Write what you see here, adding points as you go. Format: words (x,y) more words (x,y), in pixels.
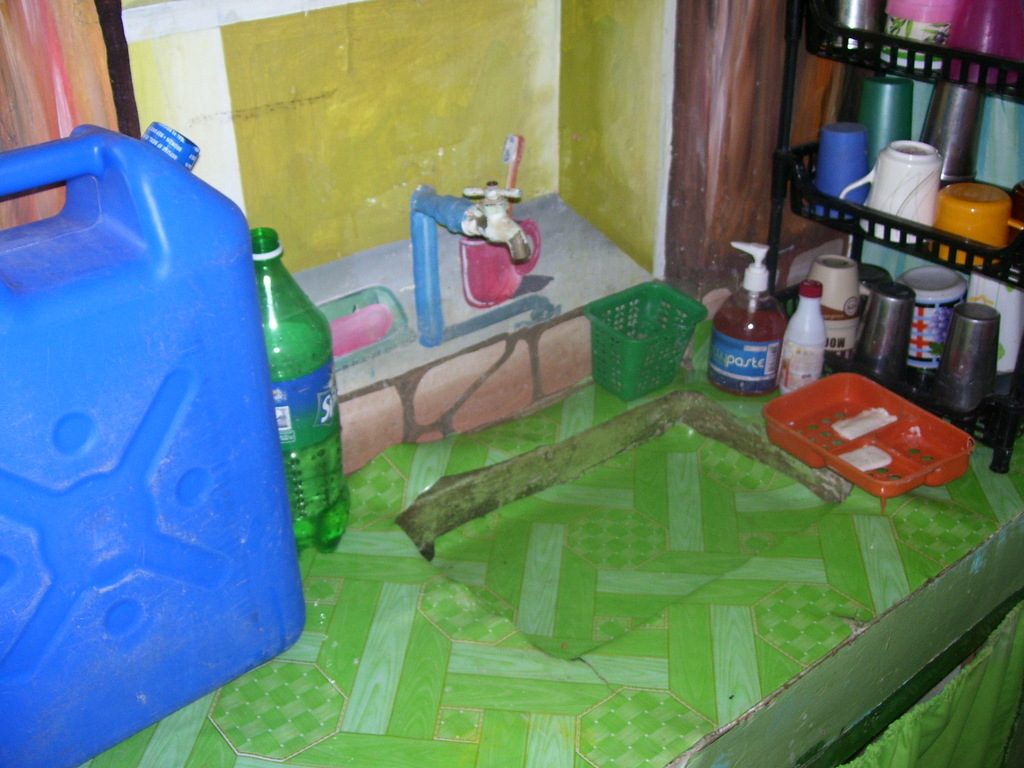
We can see bottle (737,315), tap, sink (426,539), can (176,555), glasses (979,393), rack (910,388) on the shelf (460,552). On the background (683,49) we can see wall (148,36).
